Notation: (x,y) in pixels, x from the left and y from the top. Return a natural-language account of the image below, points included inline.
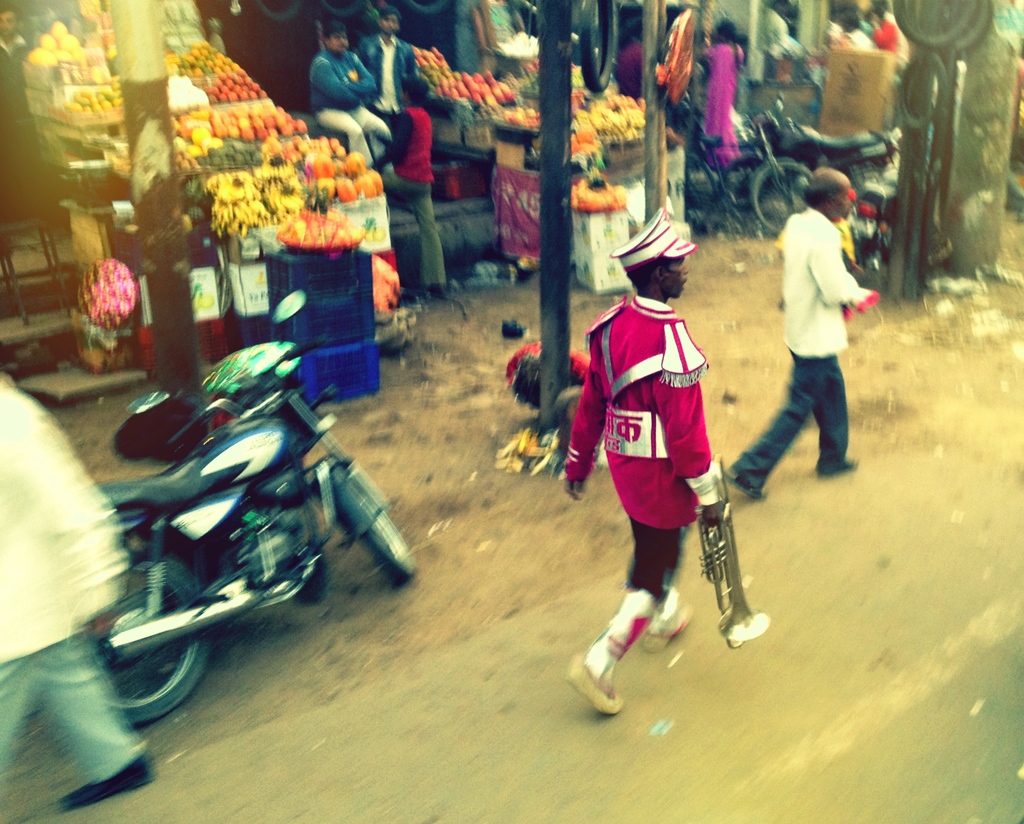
In this image there are persons (417,181) sitting, standing and walking. There is a vehicle (244,557) on the road (770,386) and there are poles (173,331) and there are fruits (306,140) in the background (615,120). In the center (652,455) there is a man (655,492) walking holding a musical instrument (705,560) in his hand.
